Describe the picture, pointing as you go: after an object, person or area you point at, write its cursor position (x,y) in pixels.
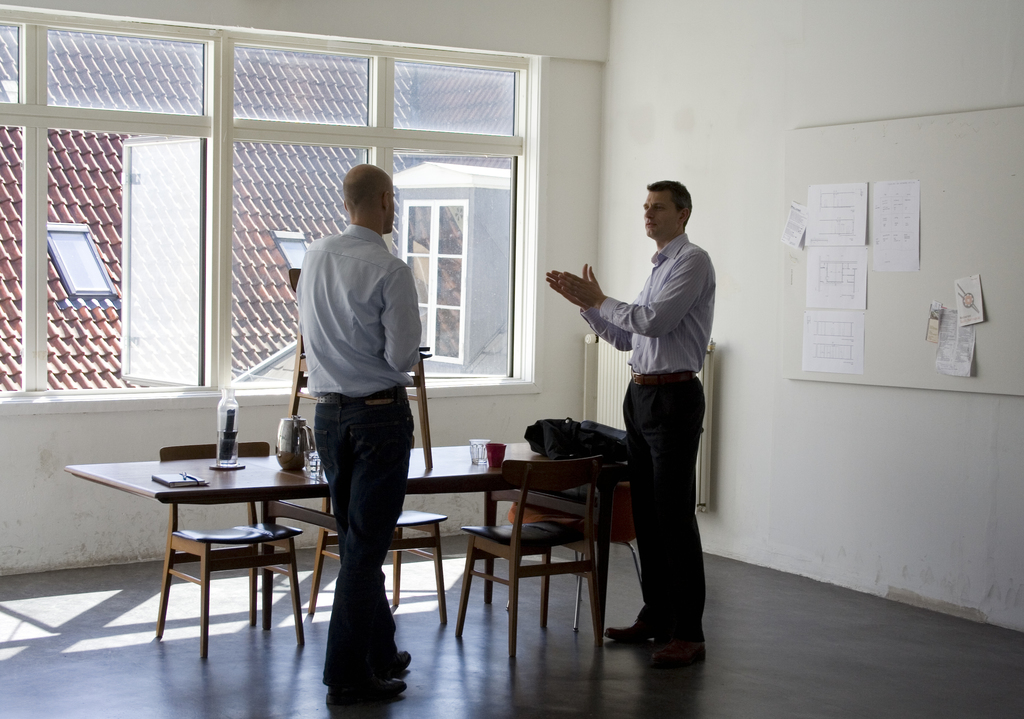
In this image I can see two men (701,352) are standing, I can also see few chairs (234,534) and a table (452,471). Here on this wall (828,386) I can see few papers (862,216) and here on this table (433,480) I can see few glasses (485,459).
